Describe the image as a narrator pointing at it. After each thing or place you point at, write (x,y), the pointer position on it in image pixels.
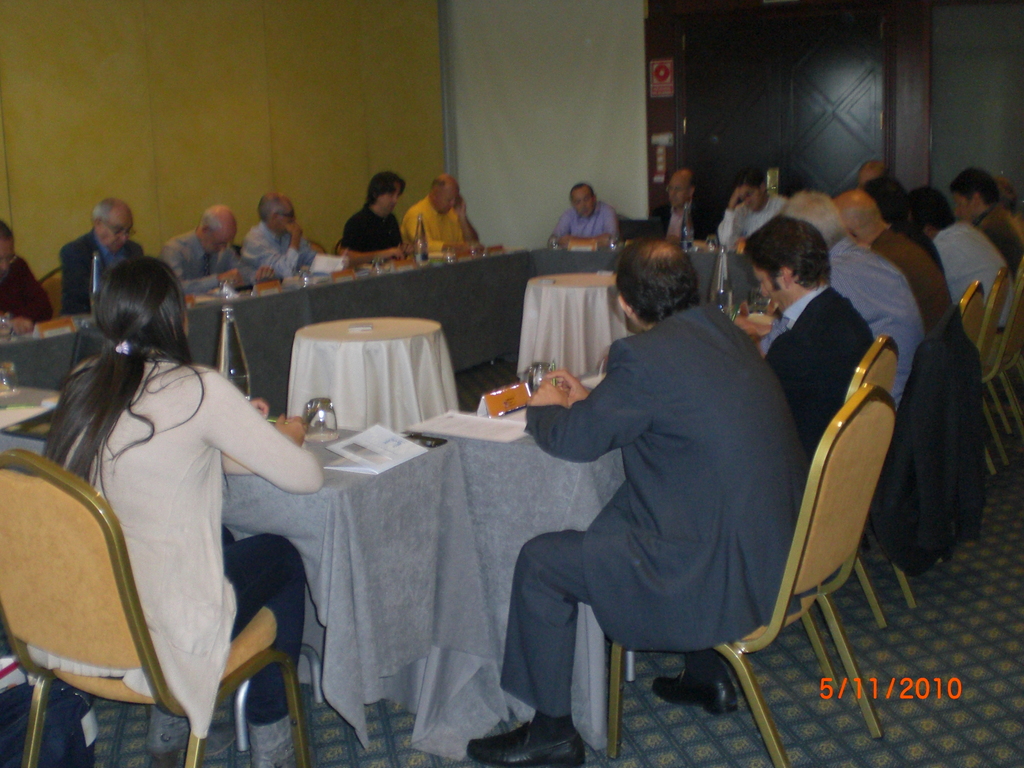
This is an image of a meeting. Where many people (145,430) are gathered. In the center of the image (579,325) there are two tables (579,283). In front of them there are desks (523,248), on each desk (565,244) there are water bottles (420,242), papers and name plates (510,390). All the tables (370,426) and desks (433,487) are covered with cloth (587,339). In the background (574,160) walls (398,90) are plain yellow and grey. In the right of the foreground there is a text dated 5/11/2010. On the background (864,115) right there is a door (782,112).
